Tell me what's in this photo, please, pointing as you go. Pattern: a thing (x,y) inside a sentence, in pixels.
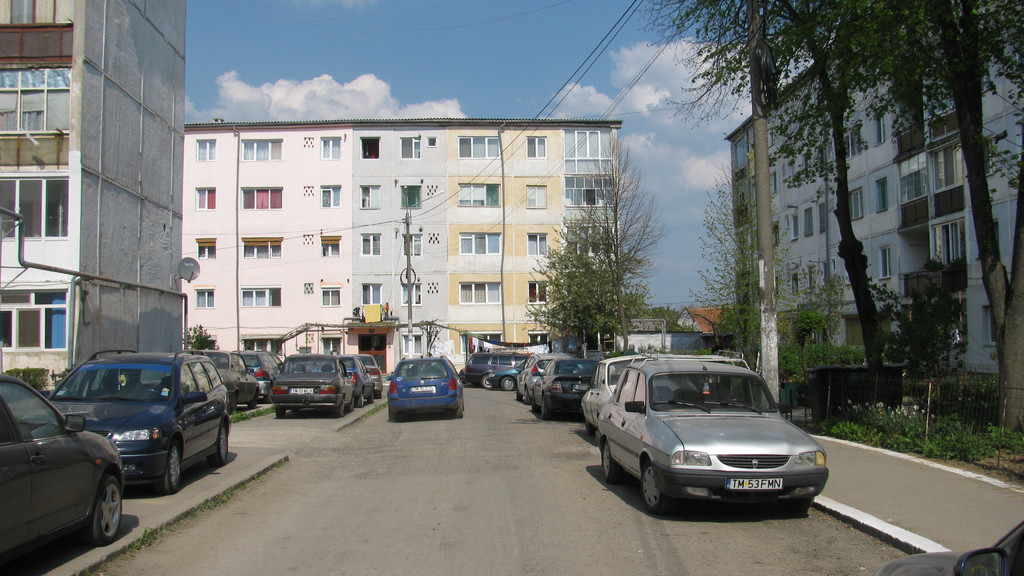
In the picture I can see buildings (425,284), poles (406,276) which has wires (406,267), vehicles (654,437) on the road (411,466), plants (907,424) and some other objects (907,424) on the ground (503,415). In the background (402,117) I can see the sky (360,110).
